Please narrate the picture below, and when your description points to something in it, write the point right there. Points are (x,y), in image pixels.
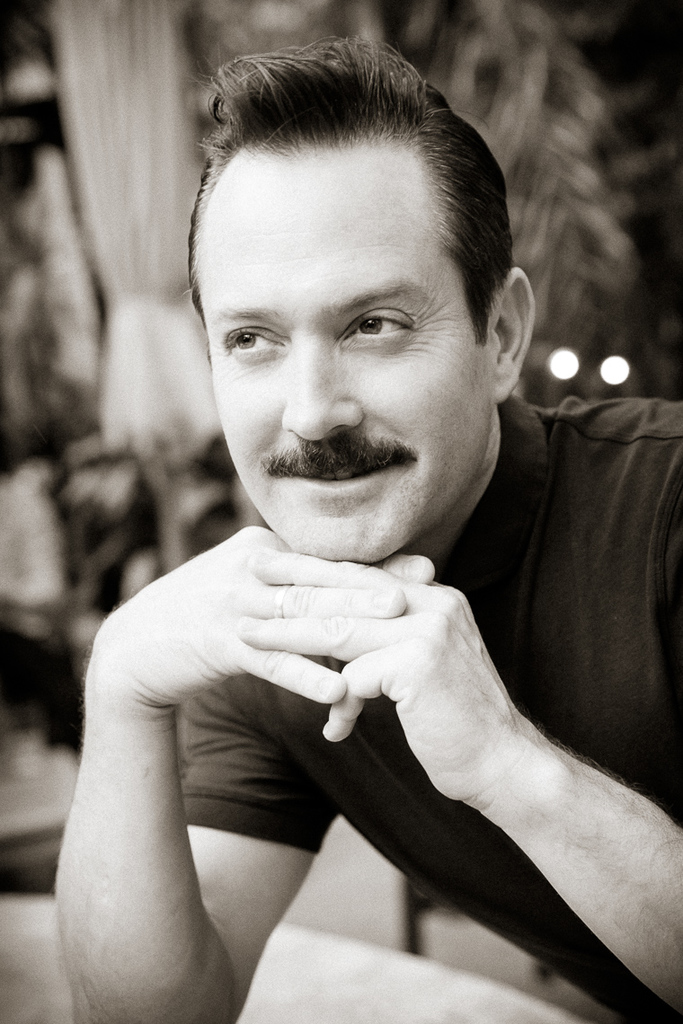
In this black and white image there is a man (280,286) in the foreground (305,315) and the background (129,346) is blurry.
